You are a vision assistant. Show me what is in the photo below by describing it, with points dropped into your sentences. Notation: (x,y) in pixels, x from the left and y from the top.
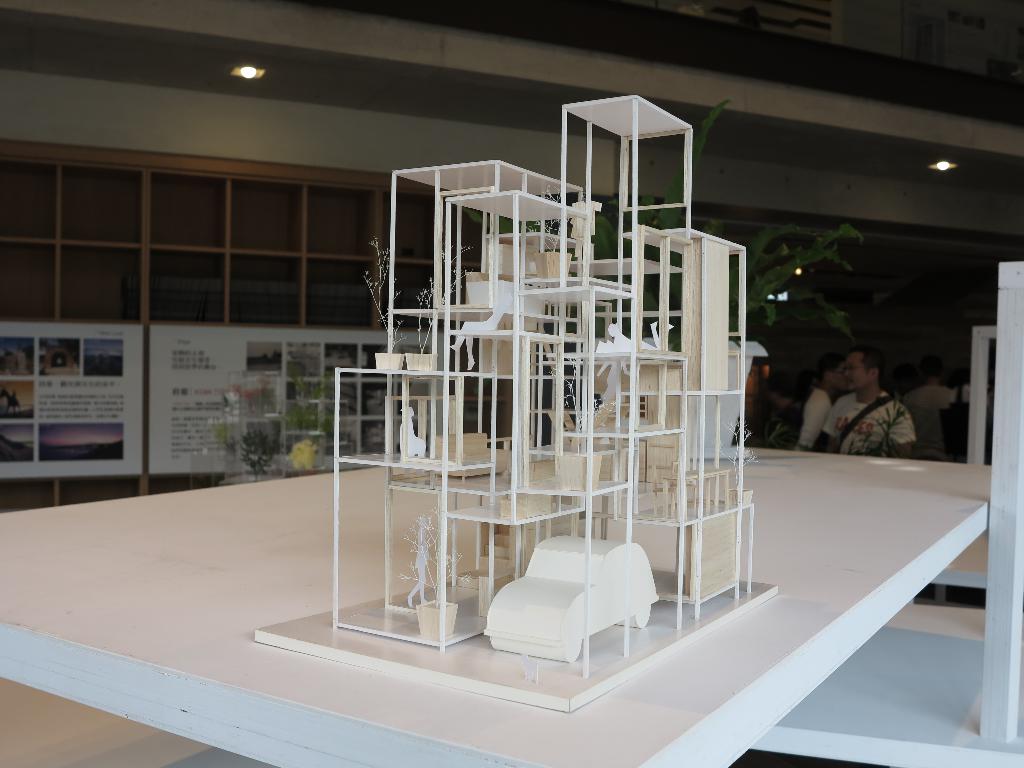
In this image I can see miniature of a house (444,431), at the back (854,371) I can see few persons (872,373) sitting, boards (172,381) in white color and wall (76,95) in cream color. I can also see a light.
